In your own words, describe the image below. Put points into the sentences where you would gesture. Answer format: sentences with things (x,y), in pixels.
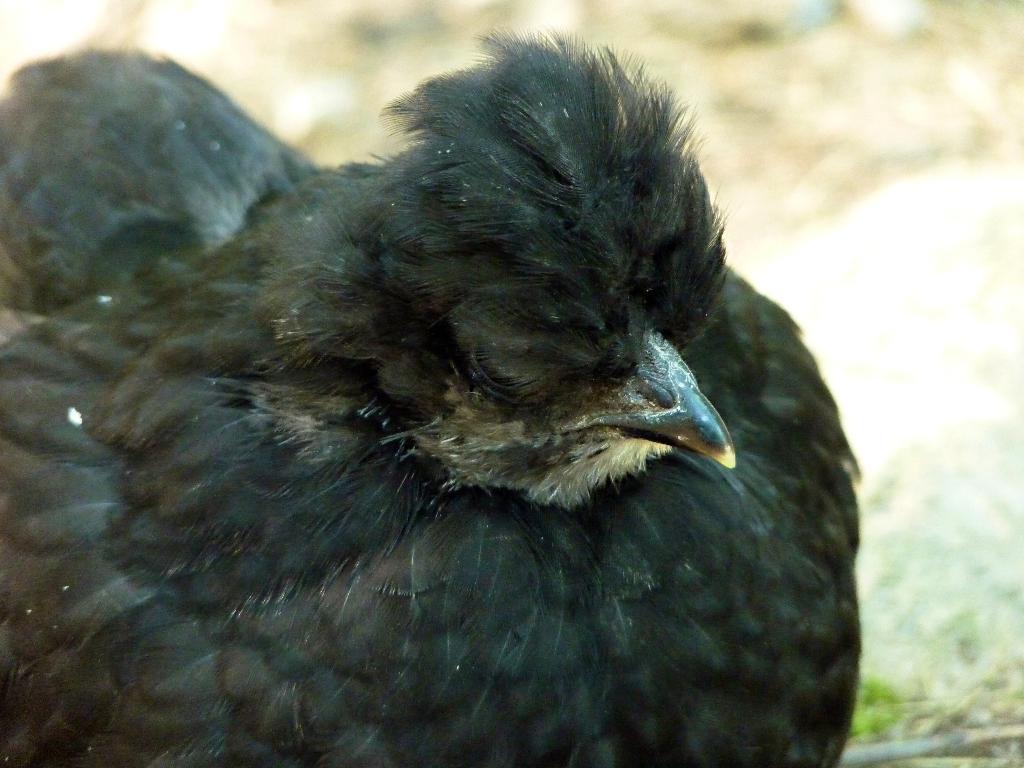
In this image I can see a bird (451,473) which is in black color and the background (965,281) is blurry.
